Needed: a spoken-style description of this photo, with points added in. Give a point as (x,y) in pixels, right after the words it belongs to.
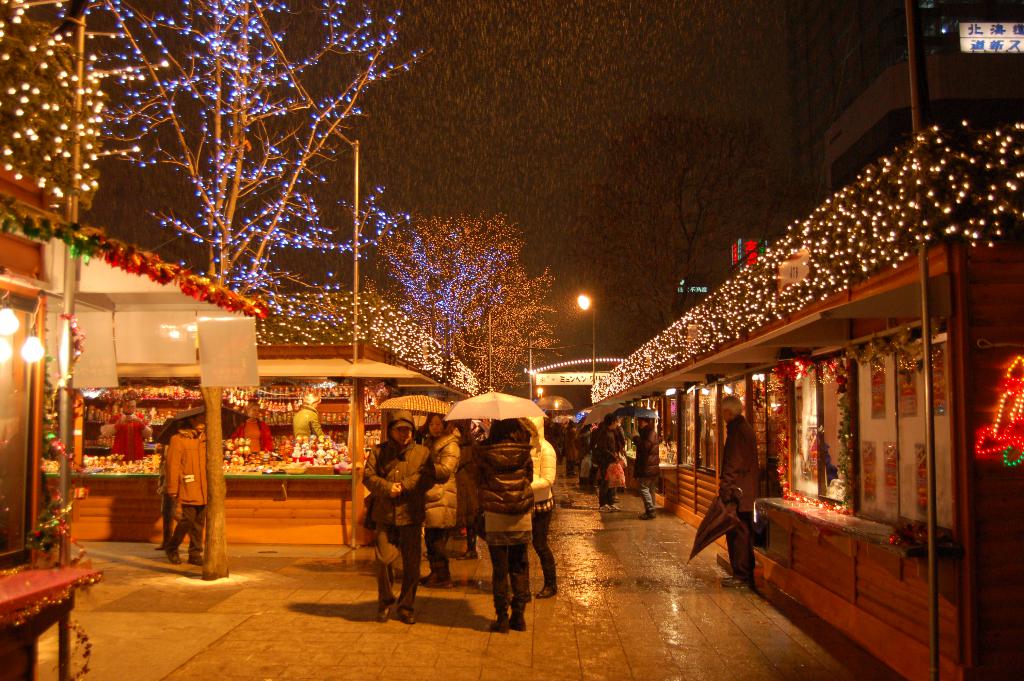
In the center of the image (465,450), we can see people (460,468) wearing coats (470,466) and holding umbrellas (555,401). In the background (771,371), there are sheds (382,352) and we can see decorations (292,443) in the shed (308,446) and there are trees (323,148) and we can see lights (441,378) decorated. At the bottom (375,654), there is floor (193,609).
